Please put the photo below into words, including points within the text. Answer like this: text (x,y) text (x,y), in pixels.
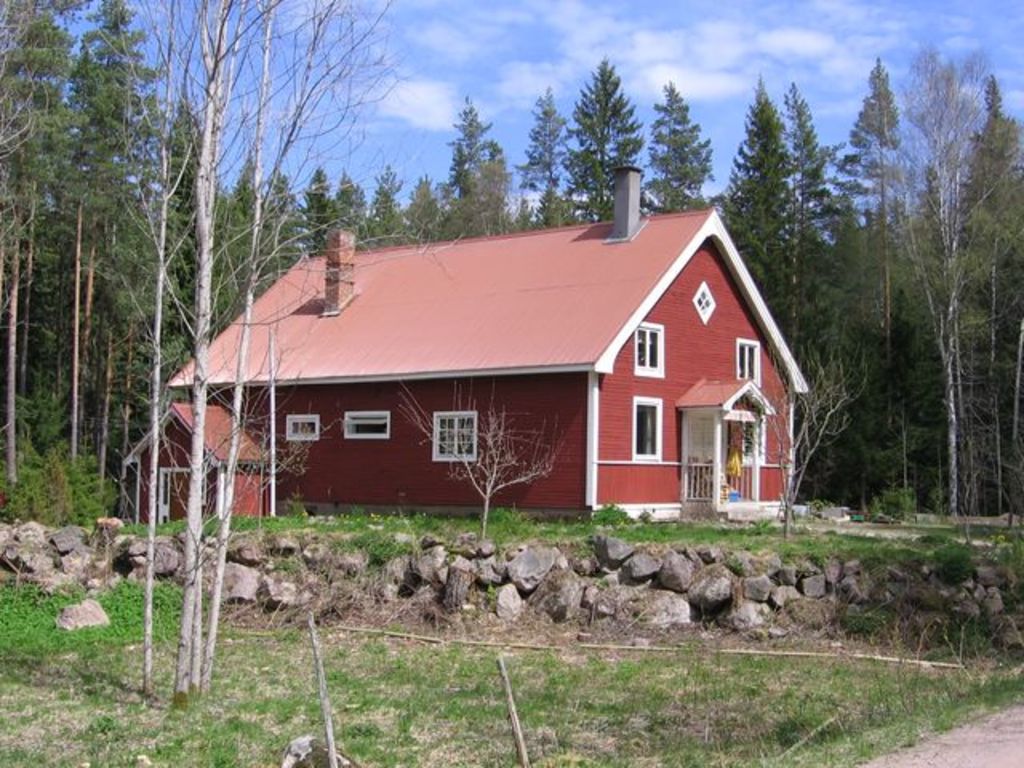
This is an outside view. In the middle of the image (549,369) there is a house (652,421). At the bottom (225,760), I can see the grass (556,704) and there are some stones (584,585). In the background (378,226) there are many trees (447,216). At the top of the image (491,52) I can see the sky (688,59) and clouds (714,55).
